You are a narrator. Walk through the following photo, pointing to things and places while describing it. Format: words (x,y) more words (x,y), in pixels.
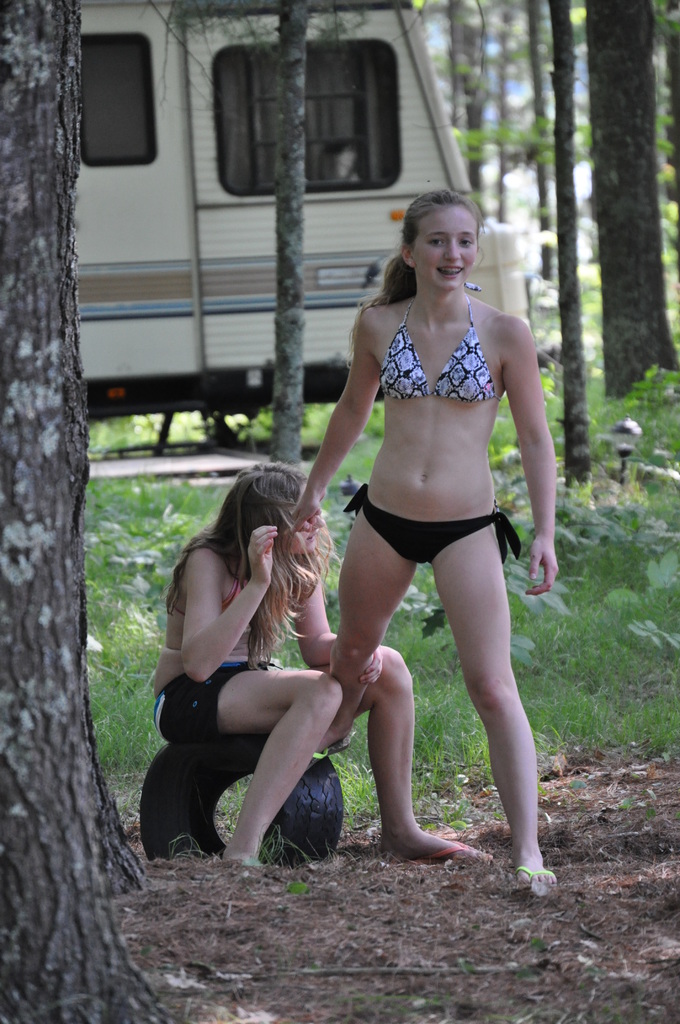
In this image there are two persons (371,594), one person (302,570) is sitting on the tyre (182,784), the other person (429,431) is standing, there is grass (620,603), there is a vehicle (161,192), there are trees (571,110).
